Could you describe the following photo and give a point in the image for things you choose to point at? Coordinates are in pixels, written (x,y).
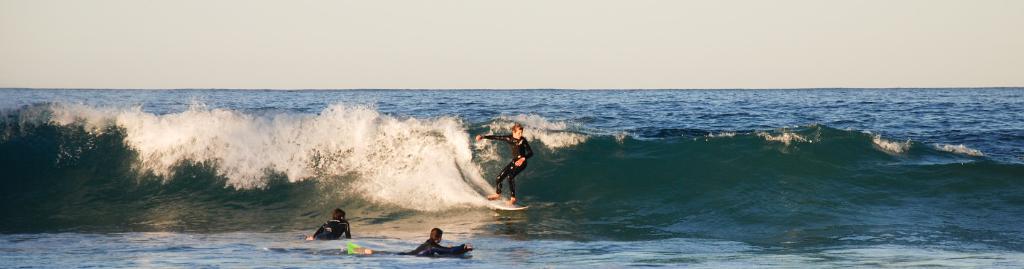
In this image we can see few people (525,149) surfing in an ocean (500,147). At the top (467,71) we can see the sky (466,65).
